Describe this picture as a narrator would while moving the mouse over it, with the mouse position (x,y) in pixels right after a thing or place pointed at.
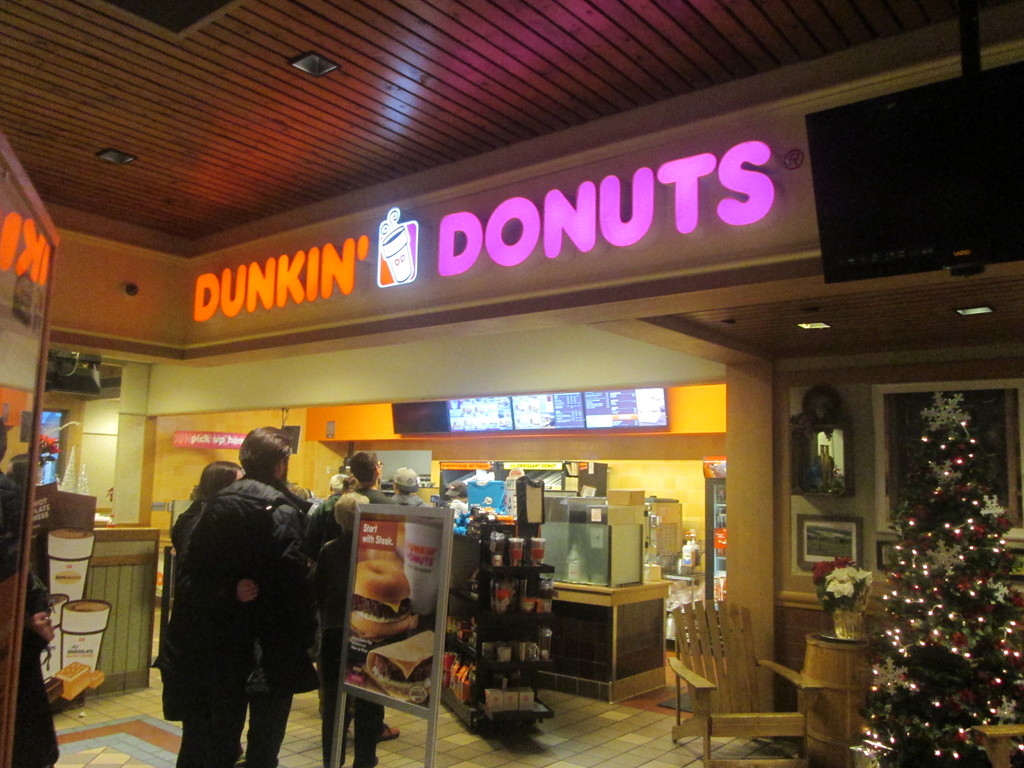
In this image we can see a donut store (376,267). There are people (235,505) standing in queue. There is a advertisement board (389,507). There is a chair (678,677). To the right side of the image (932,719) there is a christmas tree (919,688). To the right side (973,85) top of the image (1002,117) there is a screen (1005,94).
